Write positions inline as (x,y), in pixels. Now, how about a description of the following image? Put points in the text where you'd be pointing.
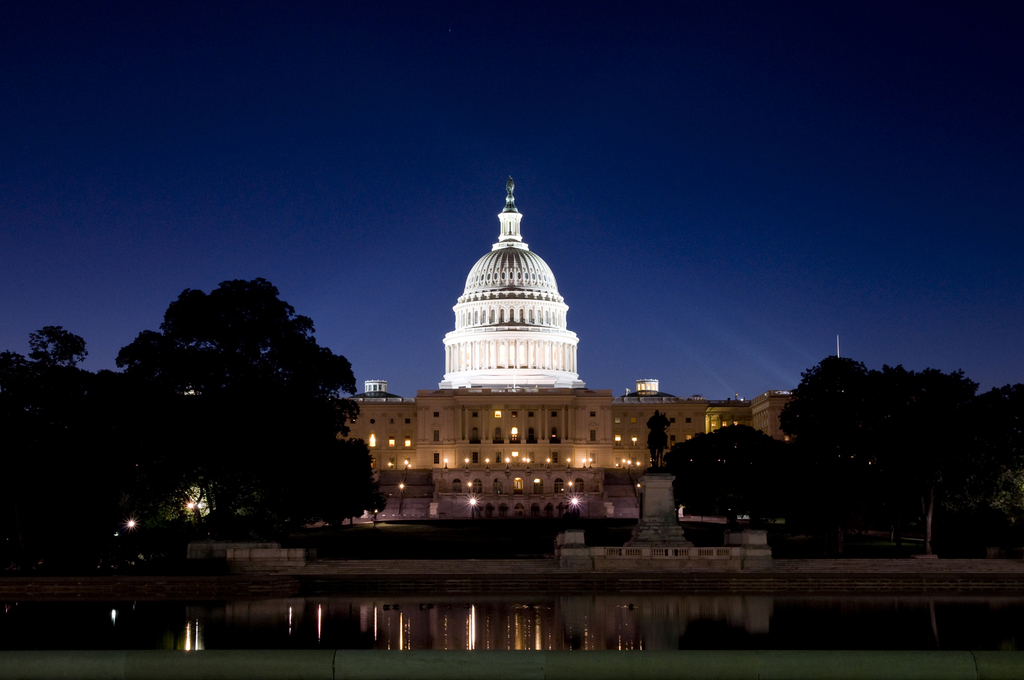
In this picture there is a building (594,399). At the top of the building (592,395) there is a dome (491,287). In the center (665,415) there is a statue (659,452) of a person (659,426) and horse (653,439) which is kept on the stone (657,488). At the bottom (471,637) there is a water (498,629). On the right (878,416) and left side (17,399) i can see trees (806,428) and plants (790,485). On the building (606,443) i can see many lights (524,460). At the top (826,134) there is a sky (724,109).
